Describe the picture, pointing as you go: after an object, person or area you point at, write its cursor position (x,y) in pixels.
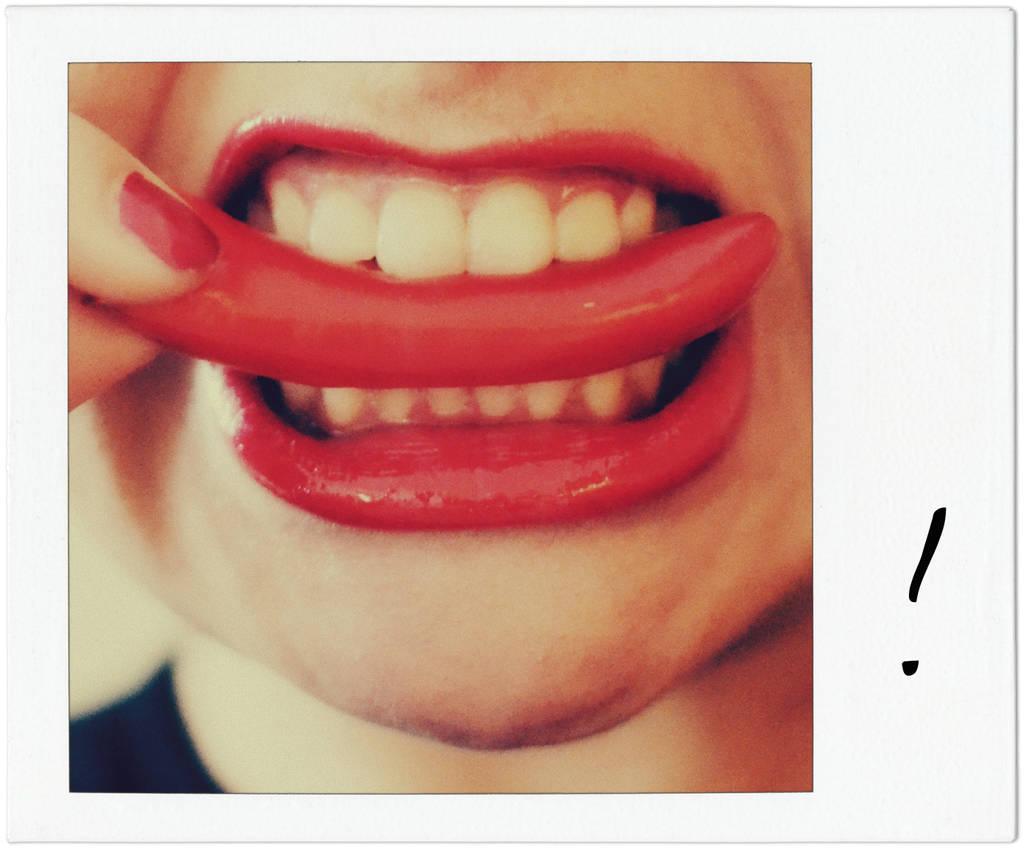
In this image we can see a chili (340,325) in the person's mouth (564,252).
